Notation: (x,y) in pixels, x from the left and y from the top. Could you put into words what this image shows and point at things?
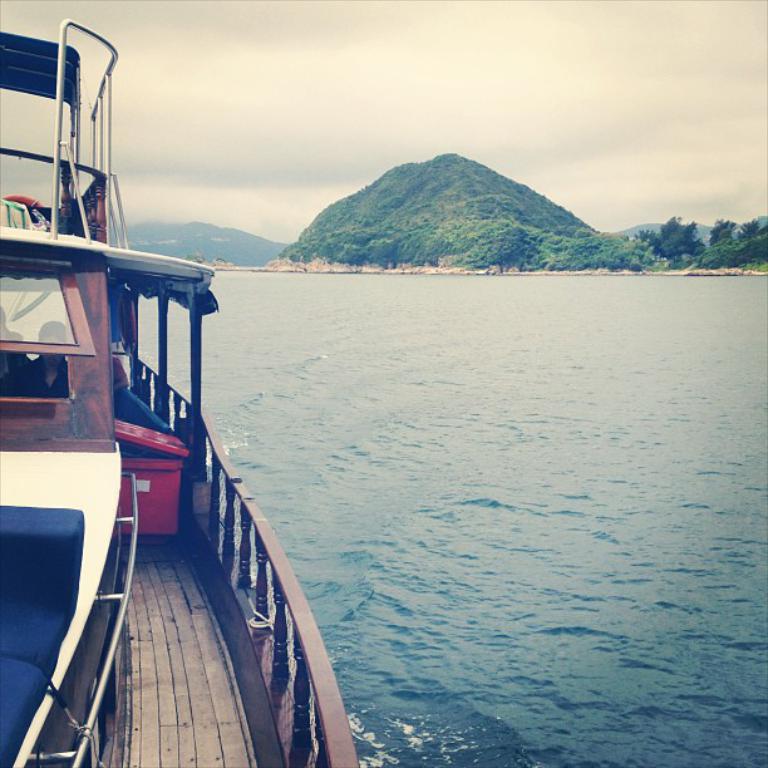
On the left side of the image (135,520) we can see a boat (139,612) on the water (352,721). In the background (494,240) there is water (425,298), hills (471,240) and sky (401,131).
